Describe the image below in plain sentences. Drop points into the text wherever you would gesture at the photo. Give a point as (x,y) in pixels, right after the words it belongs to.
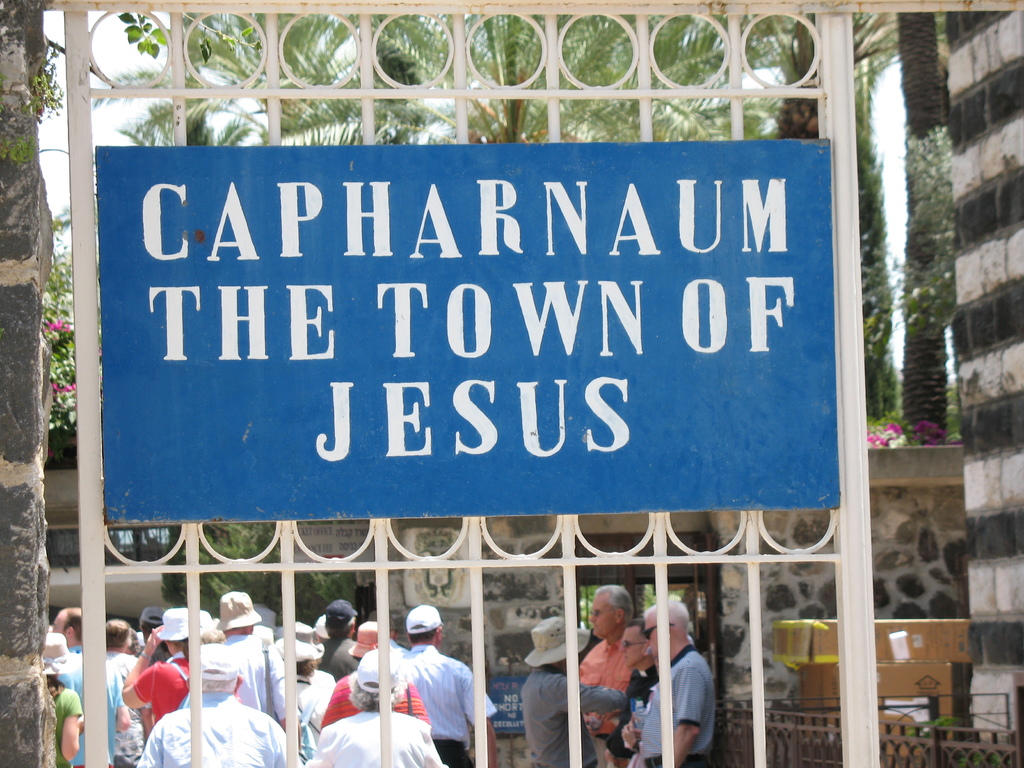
In this image there is a gate (496,510) in the middle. To the gate (328,569) there is a board (464,304). In the background (270,678) there are so many people (273,677). On the right side (982,204) there is a wall (976,355). Behind the wall (974,624) there are boxes (964,645). In the background (924,106) there are trees (879,238).
